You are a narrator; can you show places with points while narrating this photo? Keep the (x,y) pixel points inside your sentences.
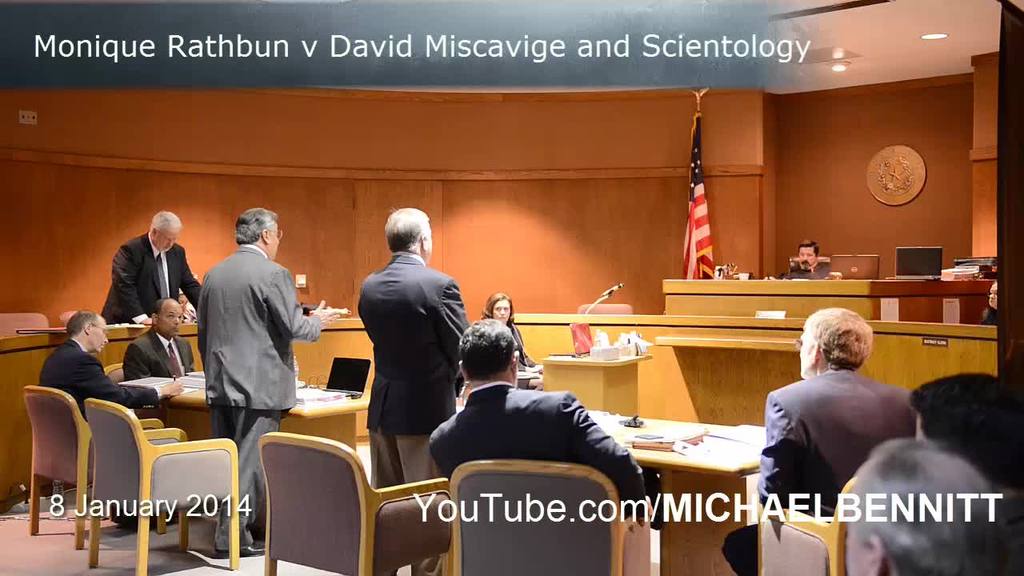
This picture is taken in a courtroom (629,457). Here, we see many people (449,447) sitting on chair (844,504). In front of them, we see a table (648,455) on which book (680,442), microphone (633,417) are placed. In front of them, we see woman (502,316) in black dress (517,349) is sitting on chair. On the right side of the picture (811,245), we see man (822,271) sitting on chair (828,255) and listening to the man (428,267) who is talking on the opposite side. Beside him, we see a flag (697,210) which is in blue, white and red in color.
